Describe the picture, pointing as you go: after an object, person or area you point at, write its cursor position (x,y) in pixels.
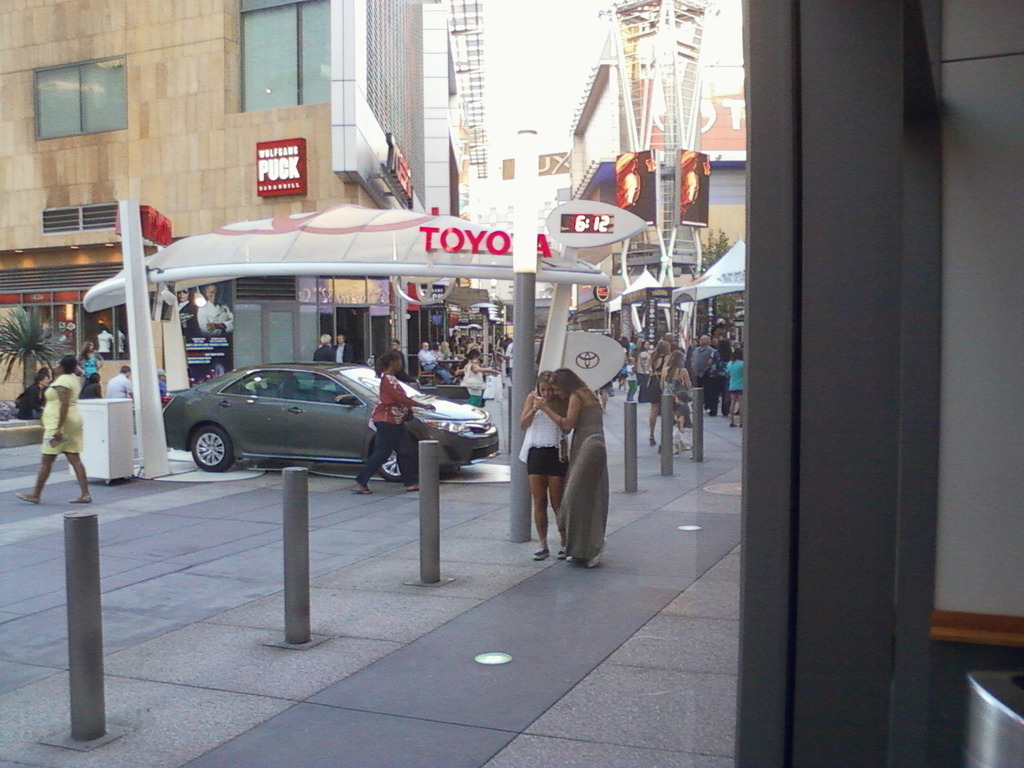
In this image we can see two women (568,478) are standing on the pavement (577,670). In the background (291,410), we can see a vehicle (252,413), people (401,378), buildings (710,129), poles (430,502) and banners (625,196). At the top of the image (550,22), we can see the sky (605,5). It seems like a door (913,280) on the right side of the image (941,434). We can see a plant (7,354) on the left side of the image (7,354).
